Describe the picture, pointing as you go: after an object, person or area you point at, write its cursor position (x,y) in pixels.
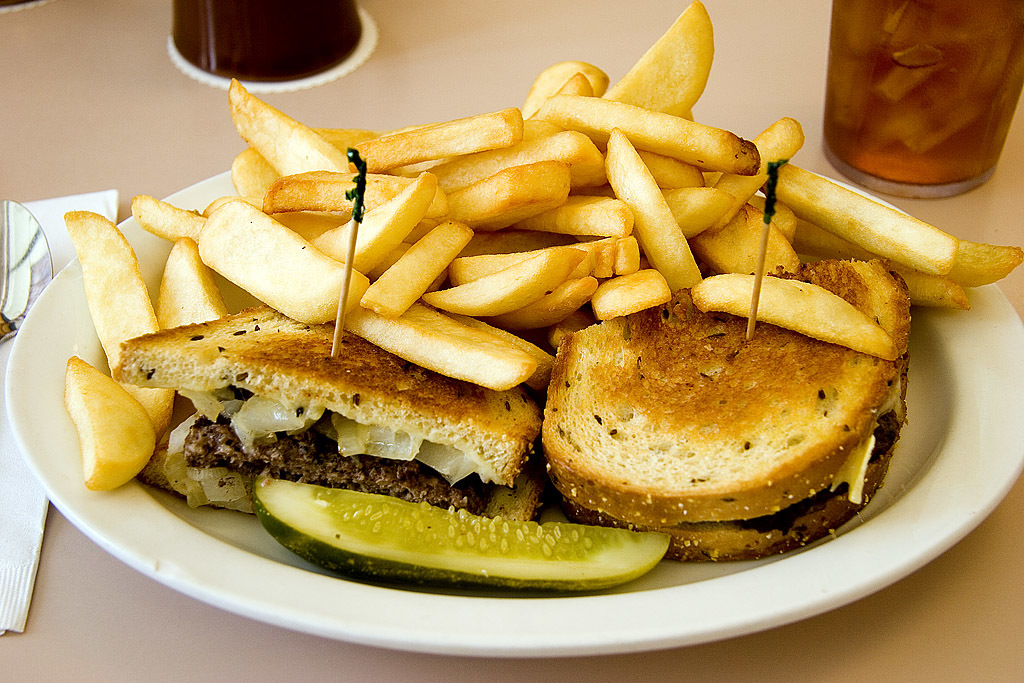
In the picture we can see a table (335,659) on it we can see a white color plate (947,456) with fries (466,124) and two sandwich slices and tooth picks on it and beside the plate (959,461) we can see two glasses (994,53) of drink (1006,47) and beside we can also see a tissue (23,612).
